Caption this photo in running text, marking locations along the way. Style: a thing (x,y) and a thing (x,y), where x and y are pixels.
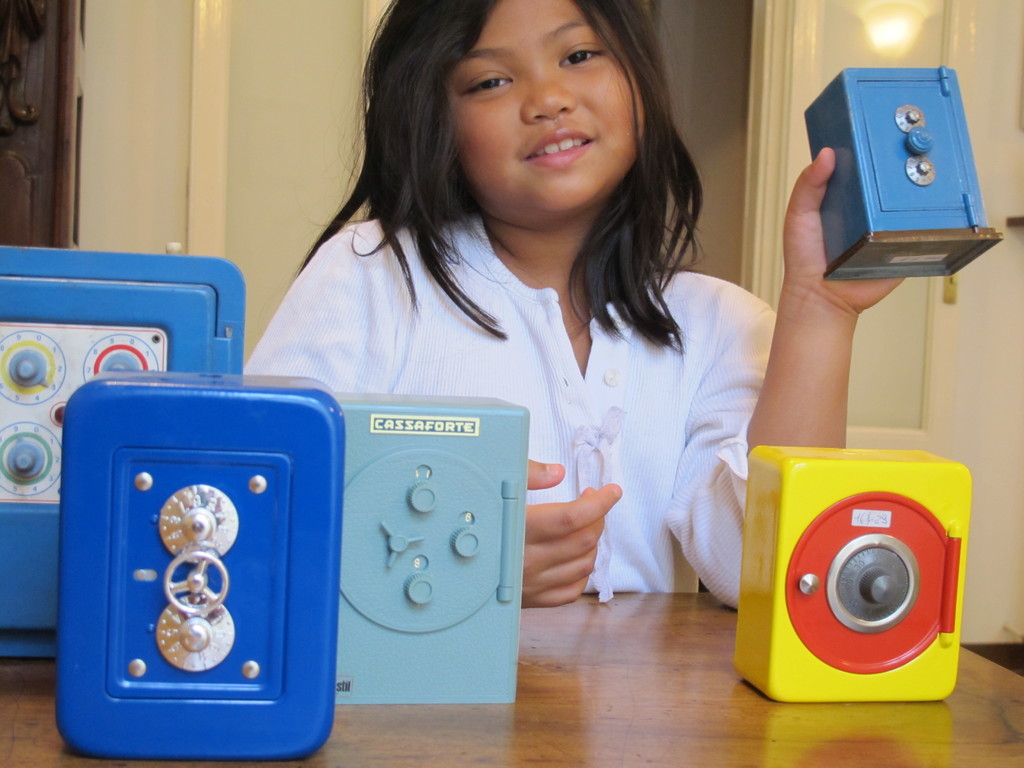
In this picture we can see a girl (603,246), she is holding a box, in front of her we can see boxes (782,664).
